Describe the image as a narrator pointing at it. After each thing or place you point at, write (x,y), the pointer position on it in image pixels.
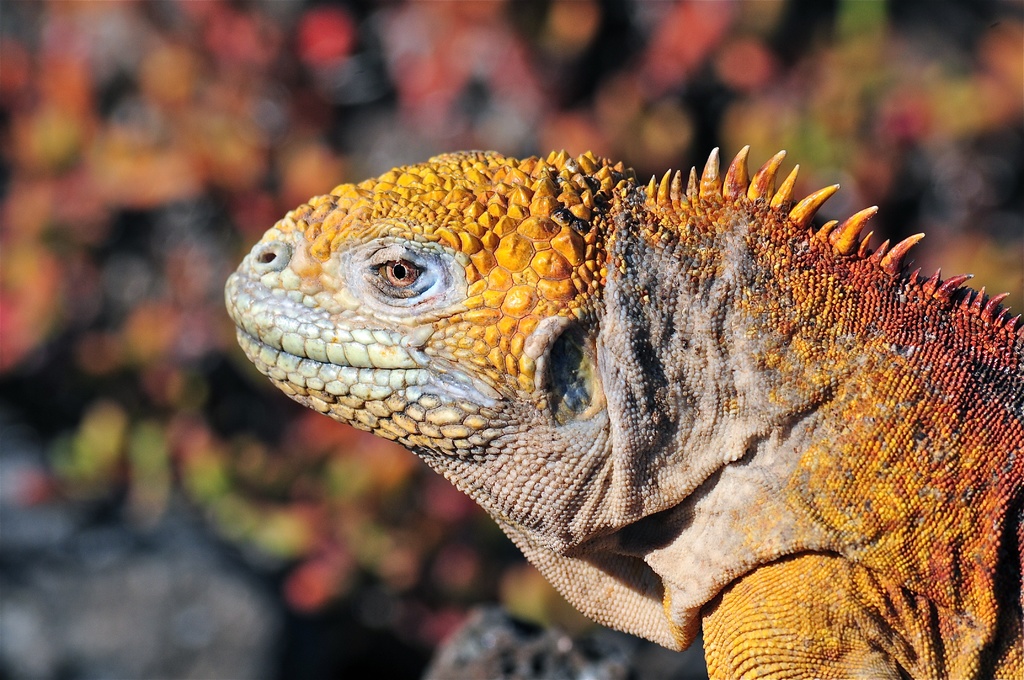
This is a zoomed in picture. On the right corner (919,291) there is a reptile (652,323). The background of the image (175,157) is blur.
